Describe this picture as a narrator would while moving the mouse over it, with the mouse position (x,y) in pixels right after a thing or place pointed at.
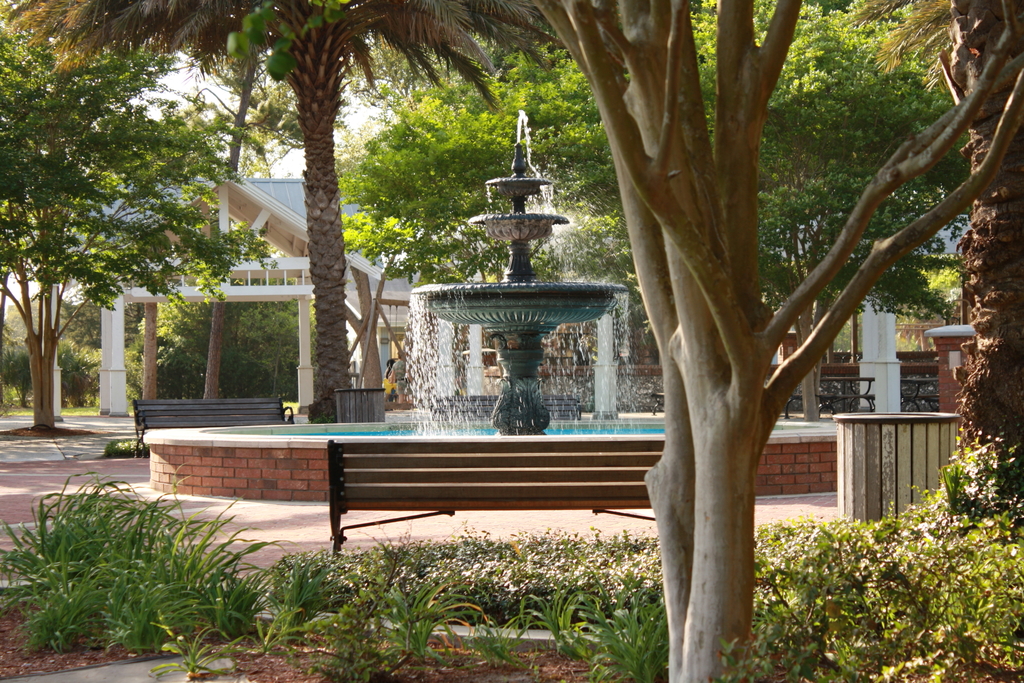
In this image we can see trees (708,158), open shed (276,212), plants (180,559), benches (516,460), water fountain (482,292) and bins (349,398).
